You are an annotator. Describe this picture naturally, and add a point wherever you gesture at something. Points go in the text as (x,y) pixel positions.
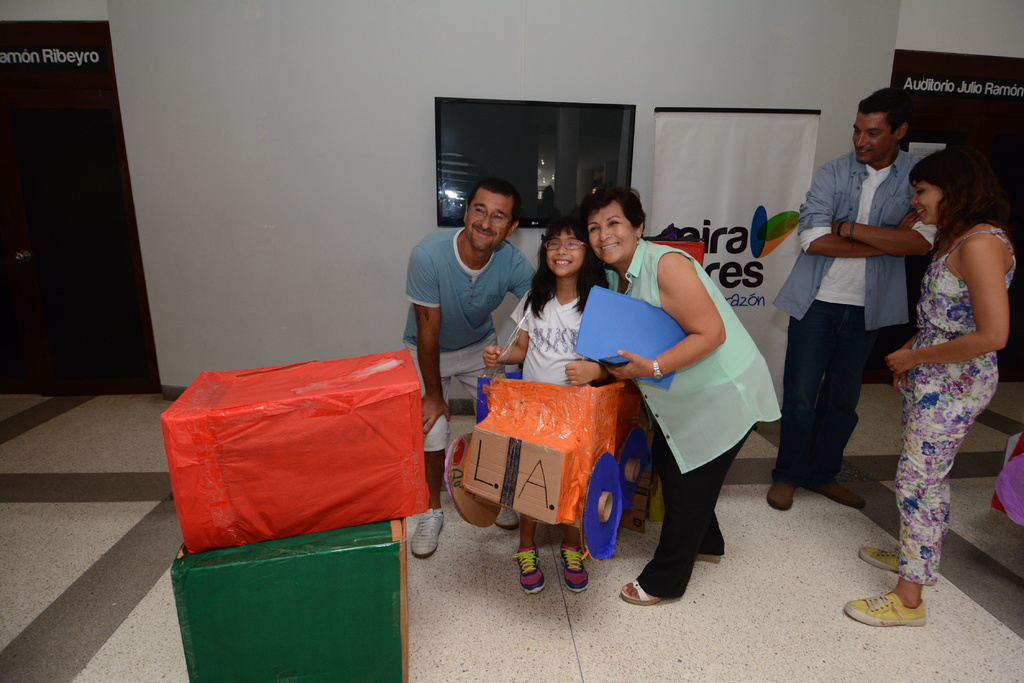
This picture seems to be clicked inside the hall (328,53). On the right (935,296) we can see the two persons (911,243) standing on the floor (754,527). In the center (641,384) we can see a person (685,338) holding some objects (599,338) and standing, we can see a girl (540,310) wearing white color dress (551,318) and some other object (538,423), smiling and standing. On the left (279,498) we can see a man (474,270) wearing t-shirt (453,267), smiling and bending and we can see there are some boxes (320,512) placed on the ground (522,598). In the background (313,172) we can see the wall (306,87), text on the banners (703,111), television (453,163) and the door (86,165) and some other objects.
